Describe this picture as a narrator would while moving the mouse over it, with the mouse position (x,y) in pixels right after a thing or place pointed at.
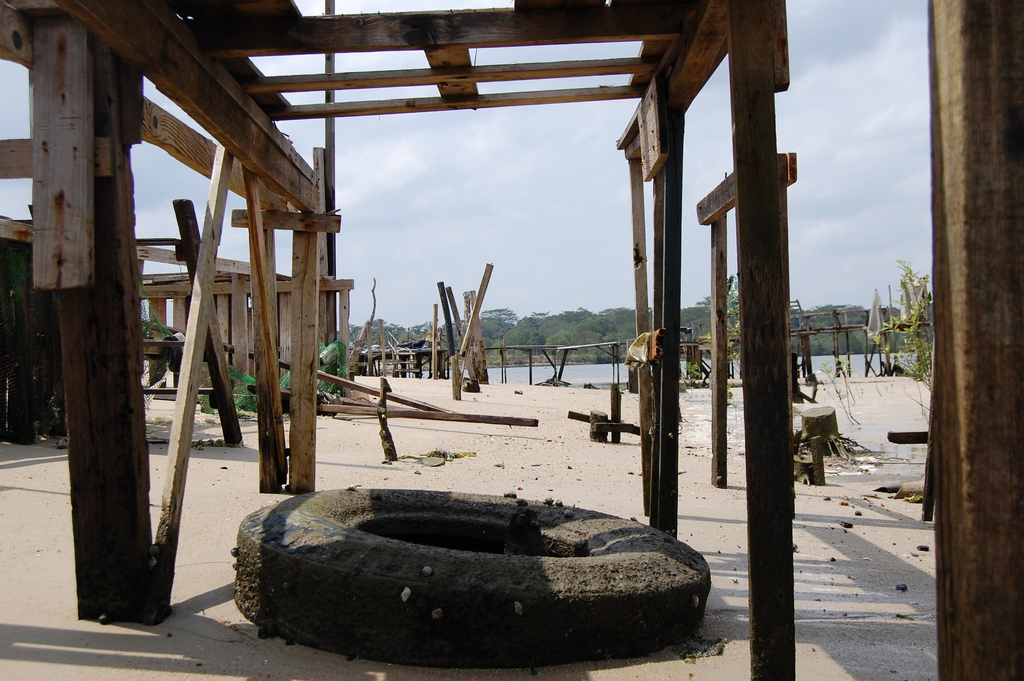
In this picture we can see a tire (311,549) on the path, wooden poles (748,333), water (491,372), trees (535,317) and a cloudy sky (626,178).
